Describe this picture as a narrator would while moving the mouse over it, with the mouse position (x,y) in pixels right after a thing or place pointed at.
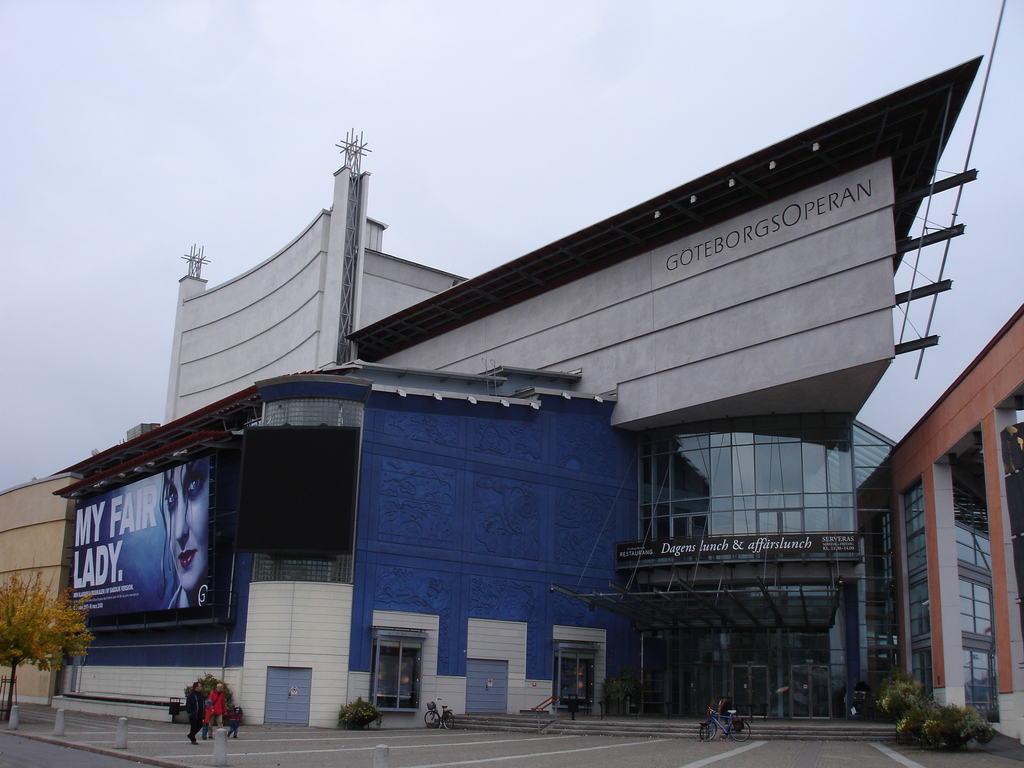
In this picture we can see bicycles (742,720), trees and some people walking on a footpath (414,735), buildings (664,351), poster (134,581), steps (883,724) and in the background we can see the sky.
